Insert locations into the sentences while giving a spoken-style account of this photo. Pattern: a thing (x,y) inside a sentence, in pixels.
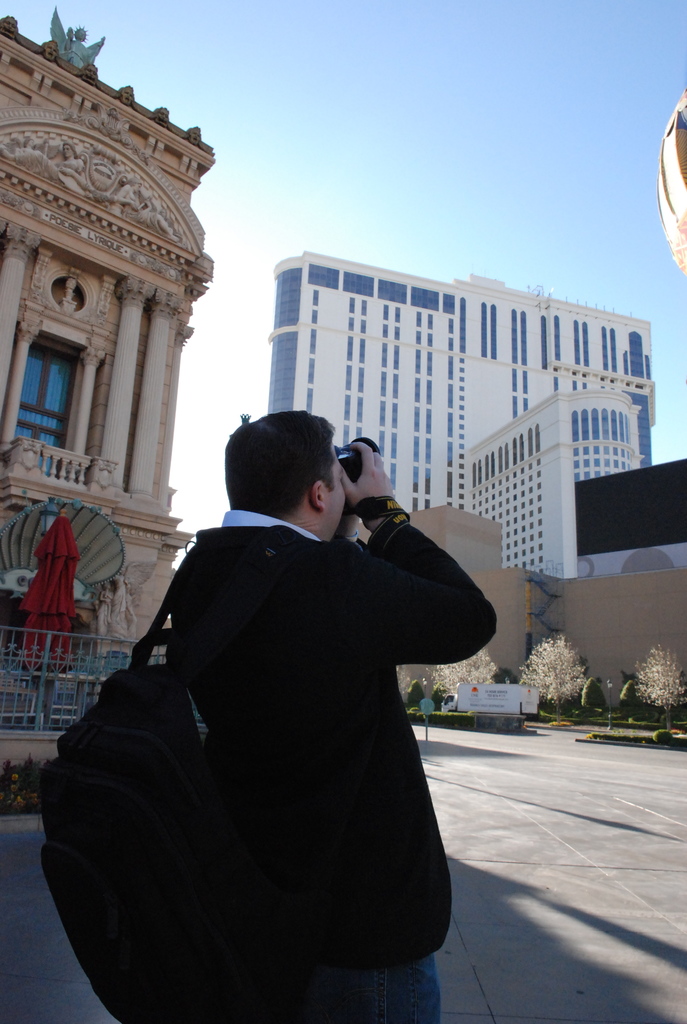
There is a man (417,591) holding a camera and wearing a bag (126,675) in the foreground area of the image (399,595), there are buildings (524,547), it seems like an umbrella (62,574), plants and the sky (611,245) in the background (424,229).
